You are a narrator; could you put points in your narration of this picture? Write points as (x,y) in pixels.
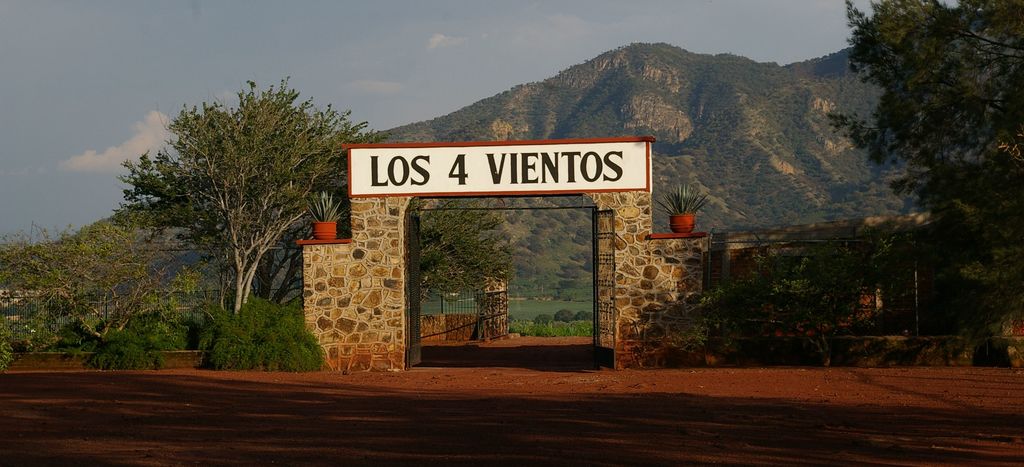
In the foreground of this picture (396,315), there is an entrance gate (350,315) and on a board (592,145) written as "LOS 4 VIENTOS" and there are plants (120,331), trees (936,278), wall (318,318), mountains (488,98), railing (36,309), sky (225,63) and the cloud (139,144).
